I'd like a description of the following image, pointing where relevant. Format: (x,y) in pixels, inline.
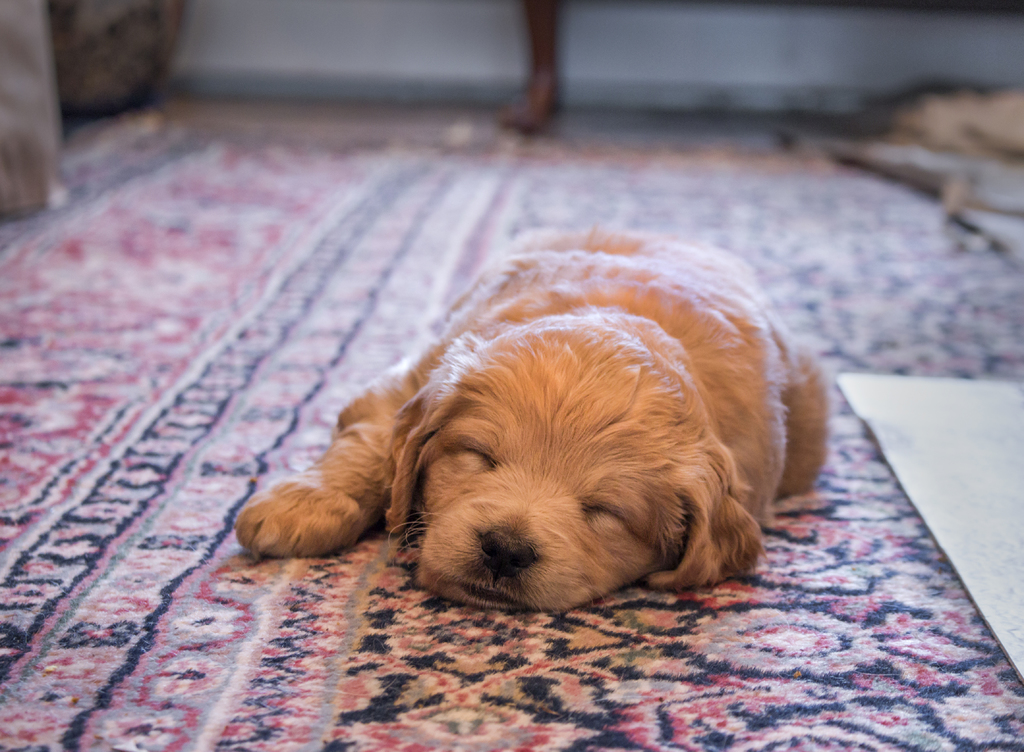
In the center of this picture (516,402) we can see a dog (351,476) sleeping on the floor mat (140,411). In the background (460,90) we can see some other objects (923,113) and we can see the wall (314,48).
